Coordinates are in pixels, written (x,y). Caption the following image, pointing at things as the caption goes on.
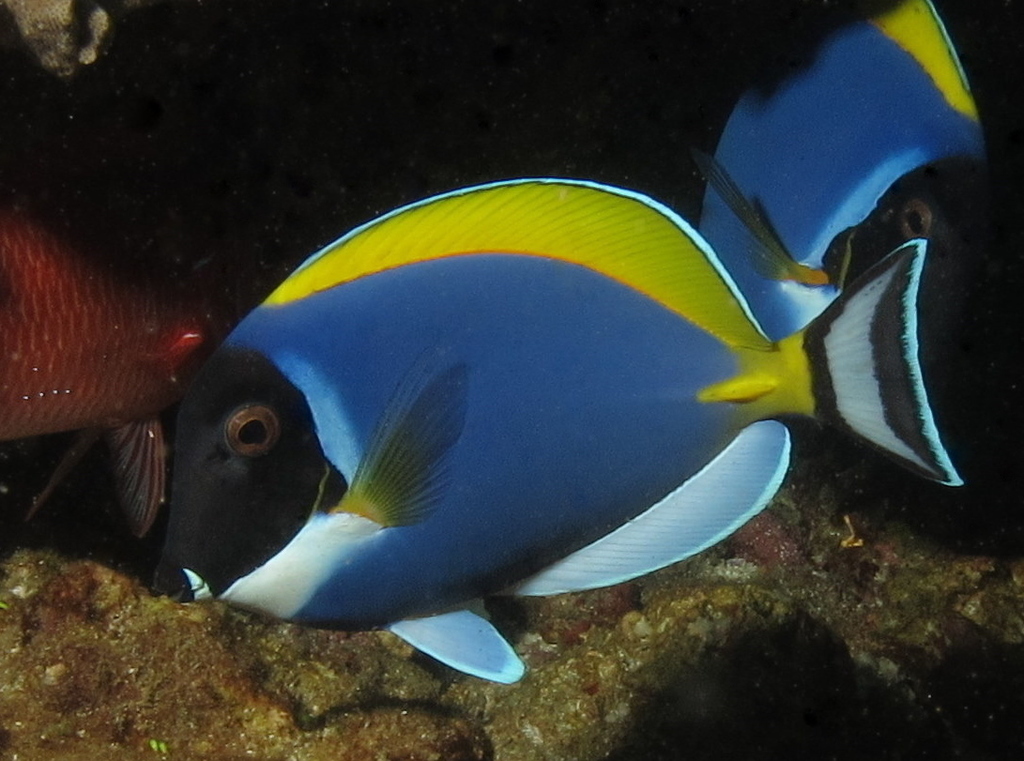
In this picture in the middle (664,412), we can see a fish (579,374) which is in blue color. On the left side (100,383), we can also see another fish (62,318) which is in red color. In the background (200,147), we can see black color.
